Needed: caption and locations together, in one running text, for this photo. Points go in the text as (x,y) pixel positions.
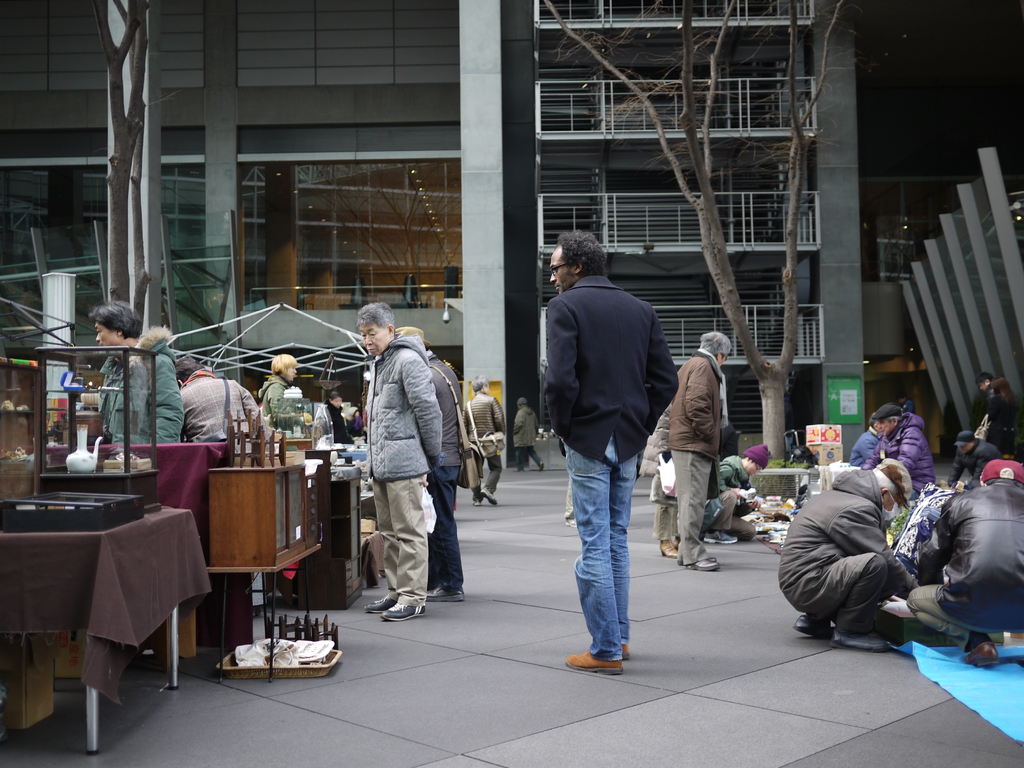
There are people (517,415) on the road (282,609). On the left (226,555) there are small stores (237,447) and people (188,408) are selling items (214,494) from the stores (189,462). In the background (34,114) there is a building (626,160) and a tree (692,118).
